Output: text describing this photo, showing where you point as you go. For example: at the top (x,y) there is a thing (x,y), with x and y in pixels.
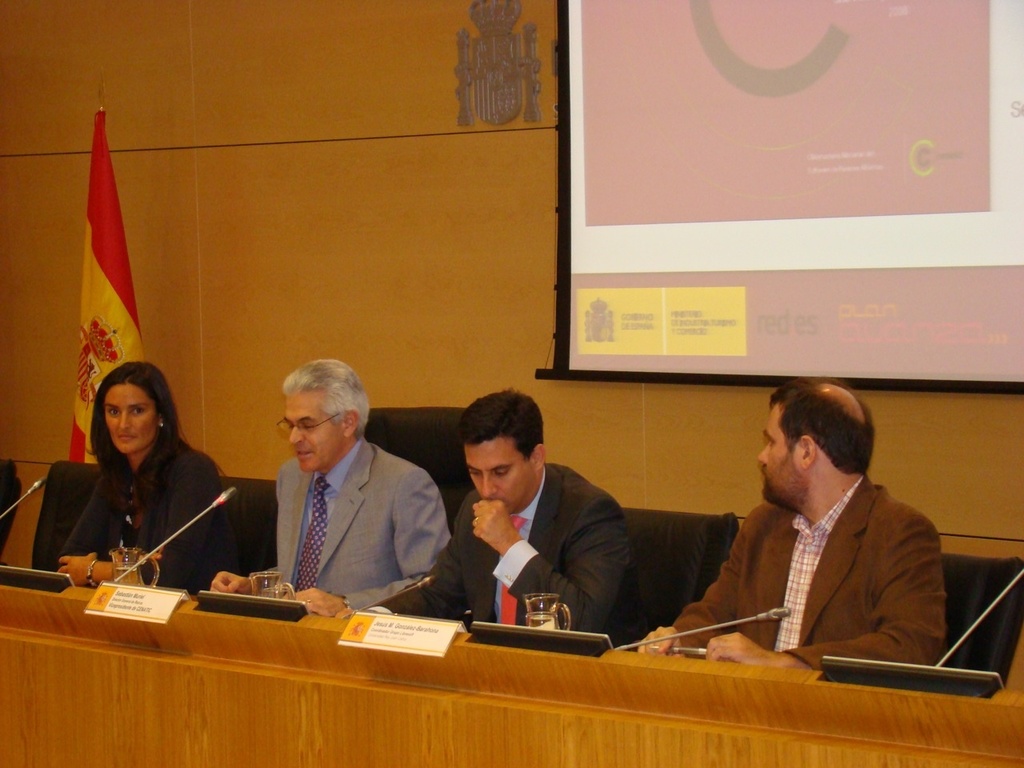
In the foreground of this picture (670,699) we can see a wooden table (339,669) on the top of which microphones (632,643), electronic devices (548,642), cups (548,605) of water (552,617) and some other items (129,611) are placed and we can see the group of persons (409,528) are sitting on the chairs (633,531). In the background (370,74) we can see the wall (360,99), flag (105,342) and a projector screen (743,100) and we can see the text (718,316) on the projector screen (733,276).
